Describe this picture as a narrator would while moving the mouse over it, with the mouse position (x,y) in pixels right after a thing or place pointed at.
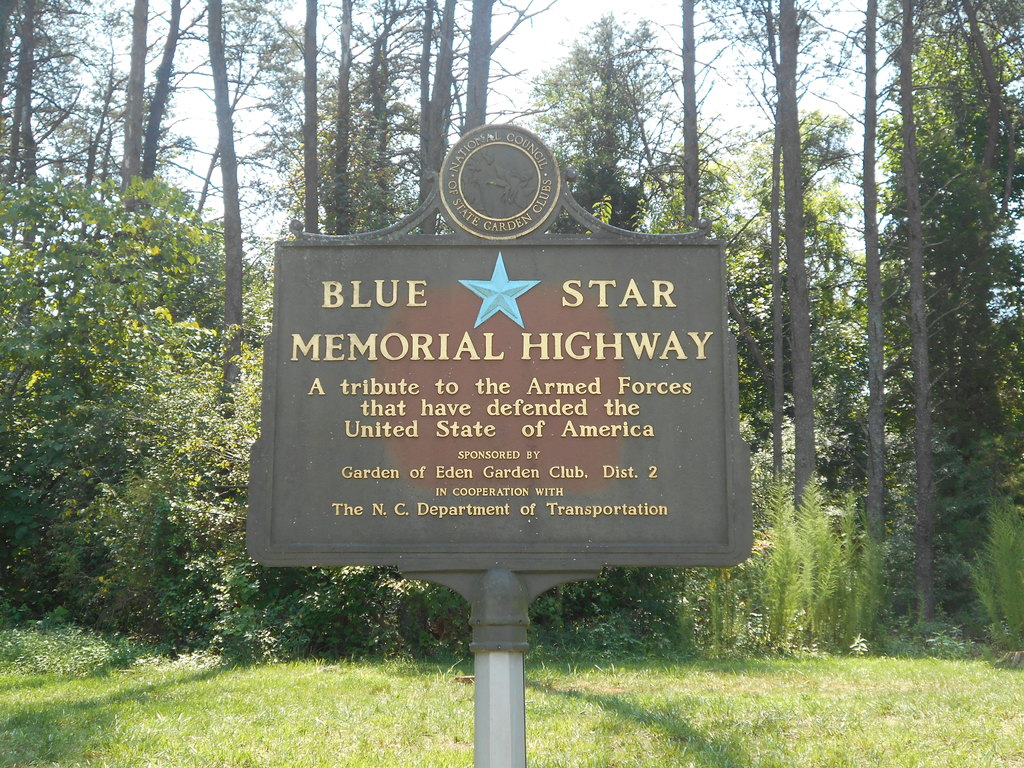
In this image in the foreground (518,696) there is a board (490,481). In the background (773,148) there are trees (170,298), plants (148,510) and sky (181,132).
